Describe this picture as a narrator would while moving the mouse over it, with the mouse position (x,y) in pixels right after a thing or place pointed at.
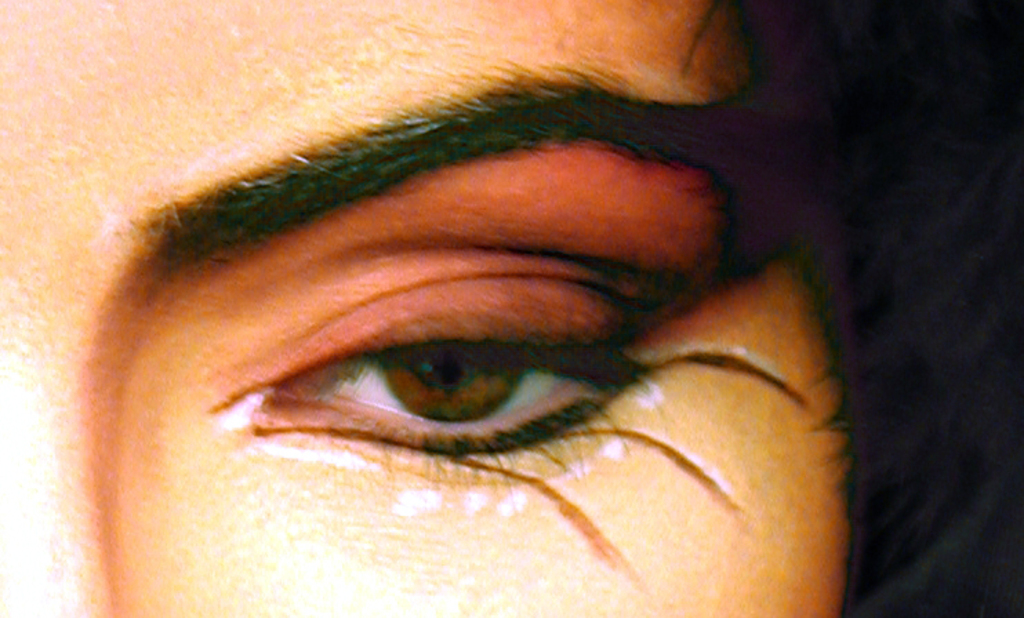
We can see a part of a face (271,432) with eye (511,387) and eyebrows (401,152).
